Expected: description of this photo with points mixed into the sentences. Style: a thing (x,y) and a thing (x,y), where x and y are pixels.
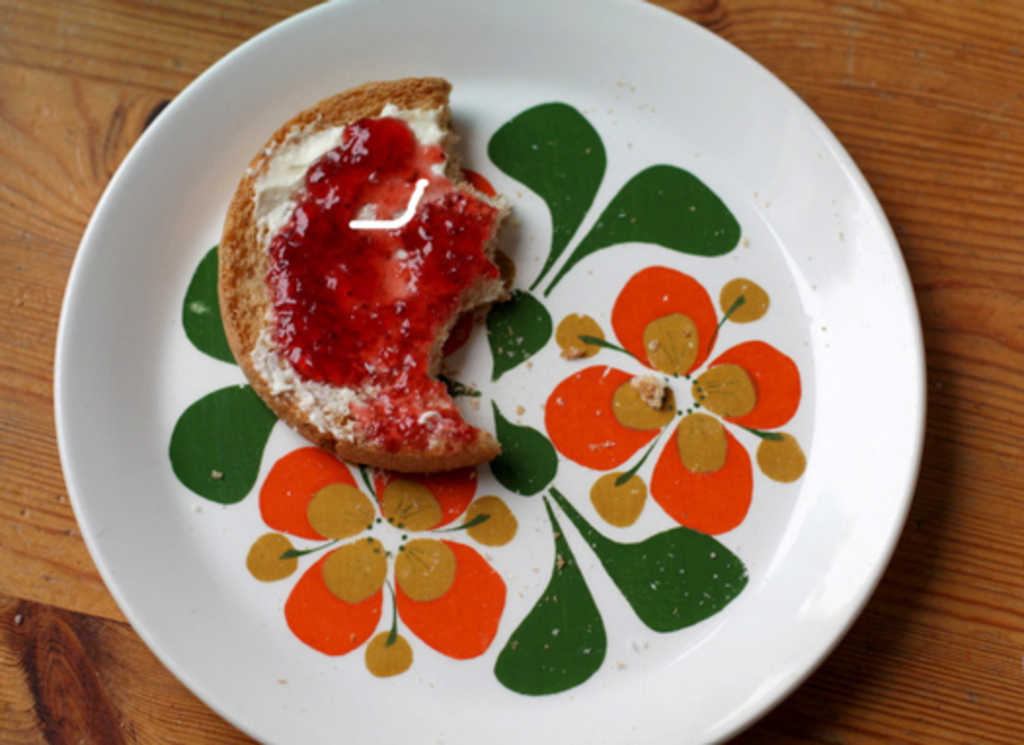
In this image we can see a food item (408,276) in the plate (319,494), where is the wooden table (974,521).
